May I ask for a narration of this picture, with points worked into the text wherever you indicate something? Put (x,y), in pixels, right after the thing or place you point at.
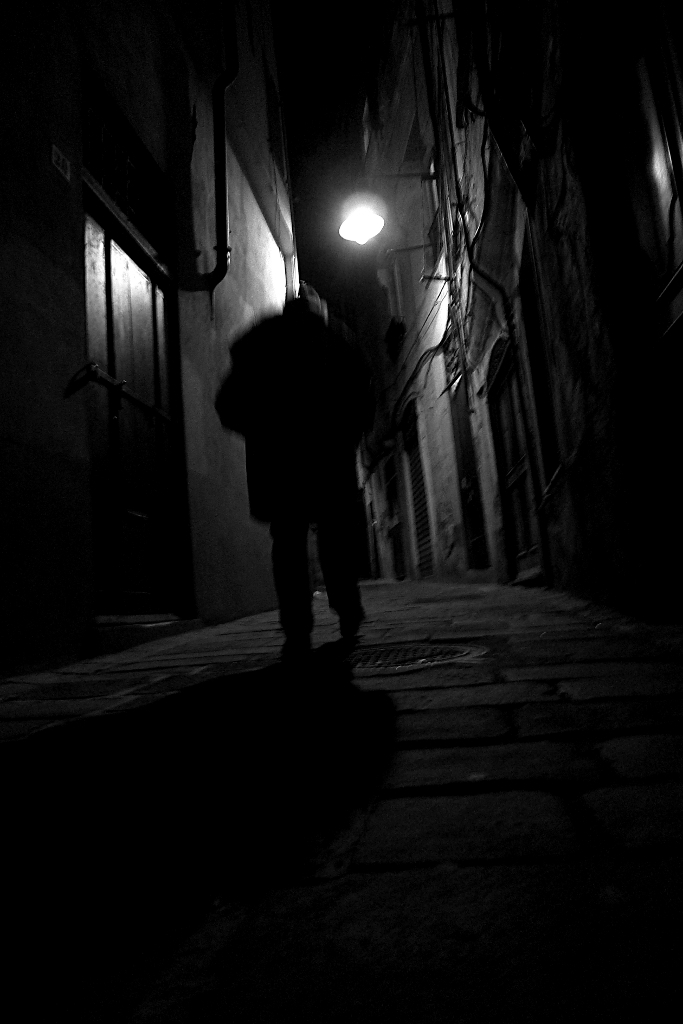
In this image we can see a person (325,565) walking on the street (329,611) and there are buildings (268,202) on both sides and a light (360,235) attached to the building (426,222).
